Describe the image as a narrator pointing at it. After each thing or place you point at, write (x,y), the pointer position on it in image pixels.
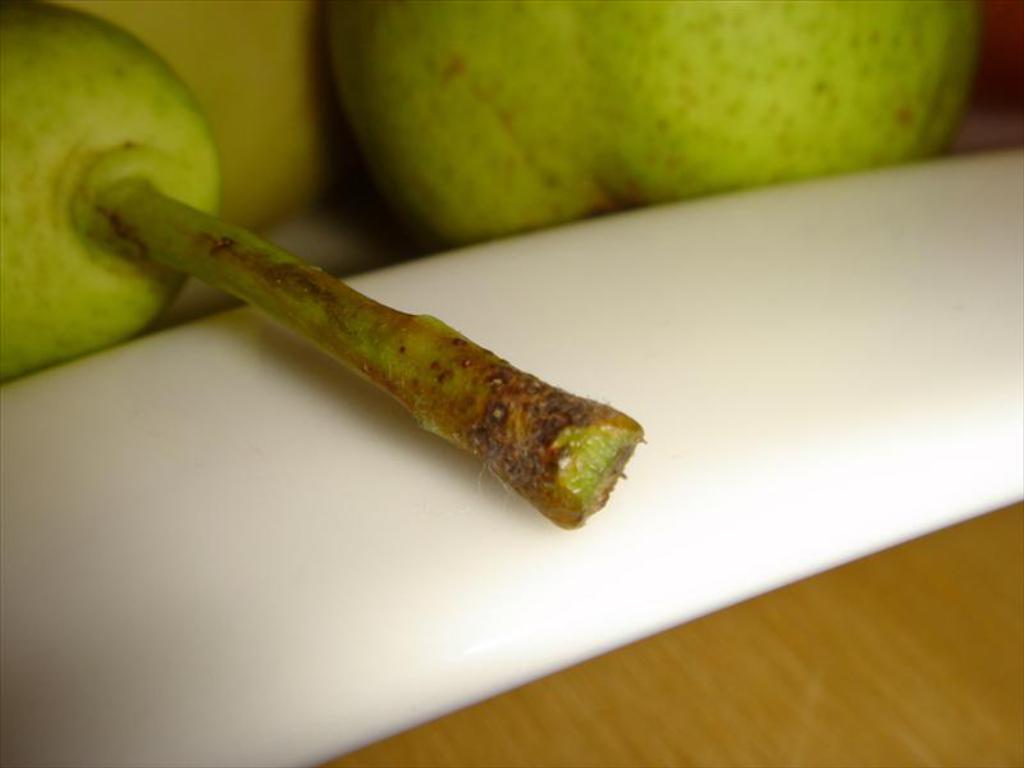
Here we can see fruits (144,107) on an object (586,588) on a platform (910,712).
